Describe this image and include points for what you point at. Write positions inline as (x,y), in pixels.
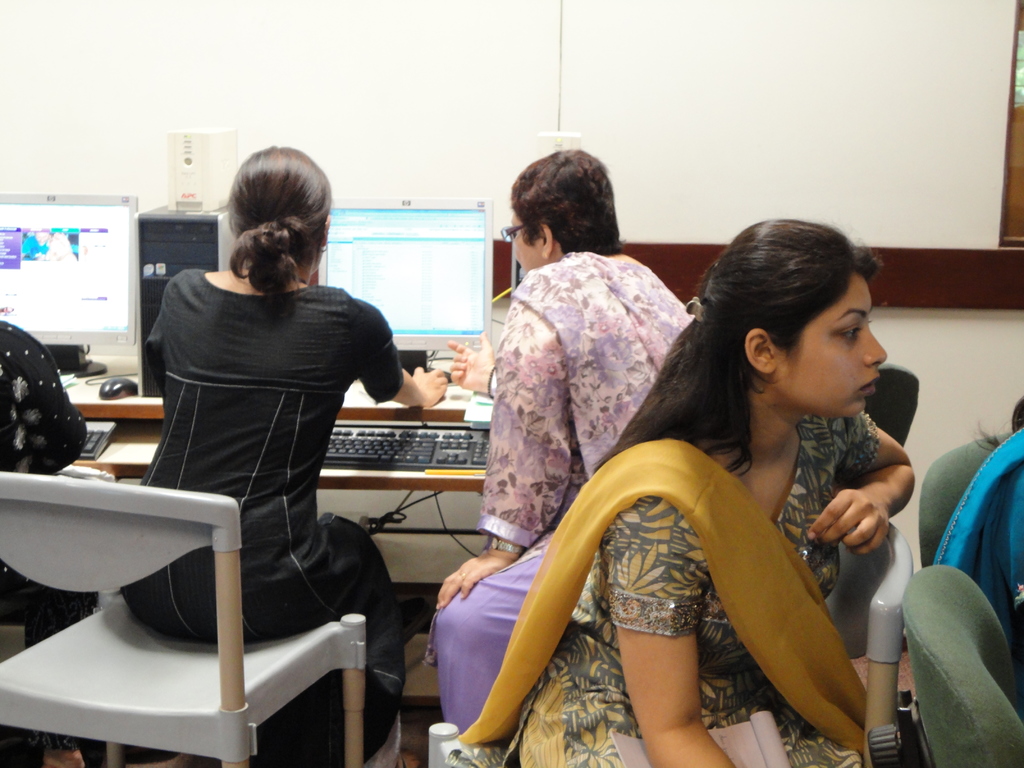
This is picture consist of inside of a room (828,517). And left side (87,287) there is a table (75,394) on the table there are the monitor (110,281) and there is a CPU (203,257) kept on the table (153,405). And there is a keypad (386,446) on the table (148,418) and a woman (249,462) wearing a black color shirt (252,538) she sit in front of the table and right side (763,690) a woman (823,634) wearing a green color dress (643,588) she sit on the chair (897,614) and back ground (378,135) i can see a wall (592,85) with white color.
